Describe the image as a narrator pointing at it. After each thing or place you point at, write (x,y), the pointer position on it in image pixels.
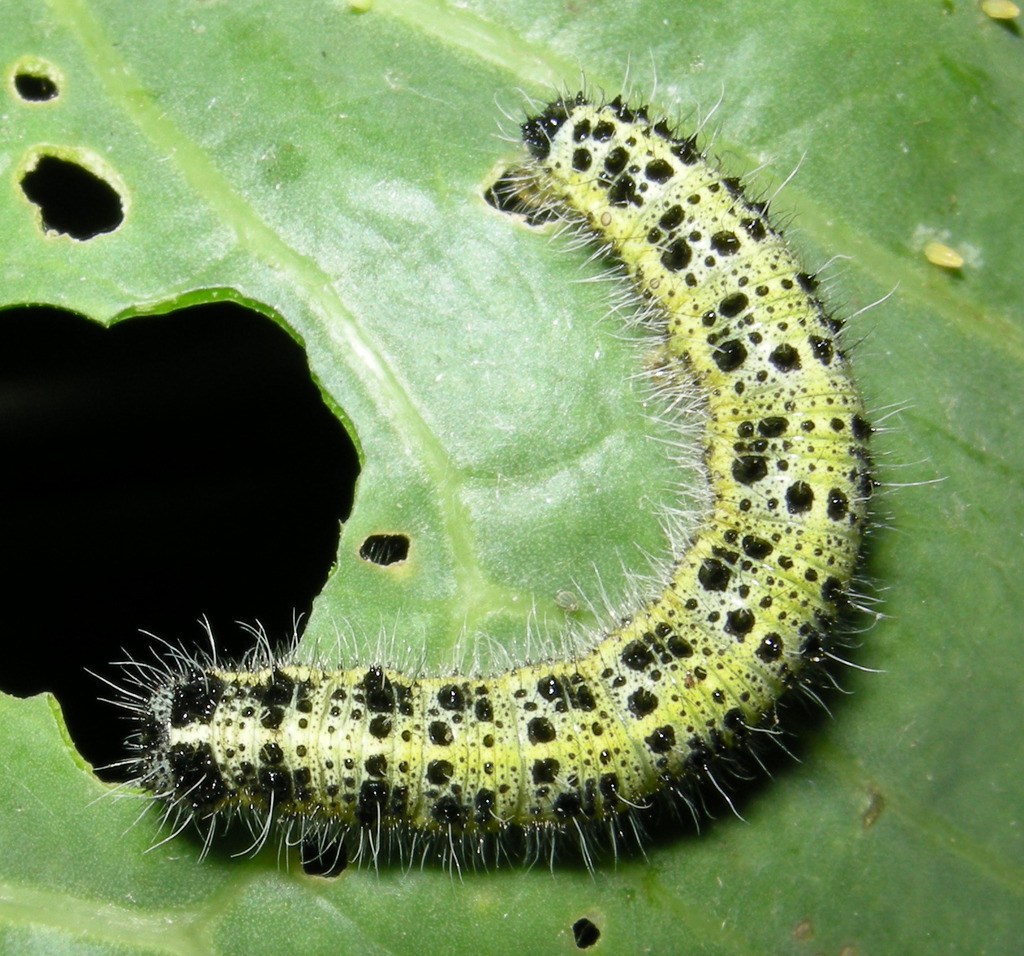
In this image there is an insect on the leaf (284,155).
